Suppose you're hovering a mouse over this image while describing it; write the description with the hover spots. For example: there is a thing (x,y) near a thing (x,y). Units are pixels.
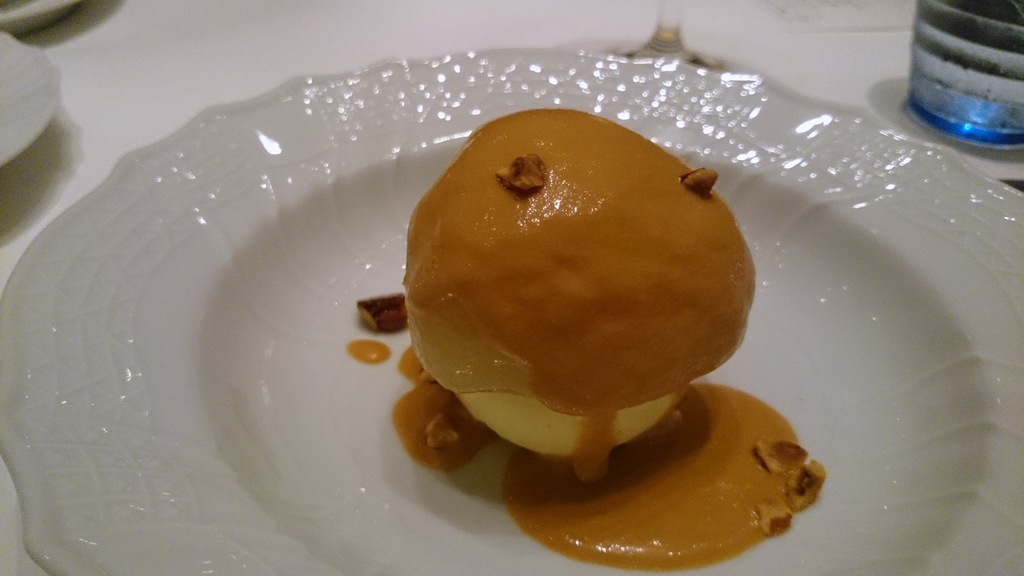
In this picture we can see plates (856,327), glass (674,22) and a bottle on an object (88,65) and on the plate (980,288) there is some food item (562,316).
